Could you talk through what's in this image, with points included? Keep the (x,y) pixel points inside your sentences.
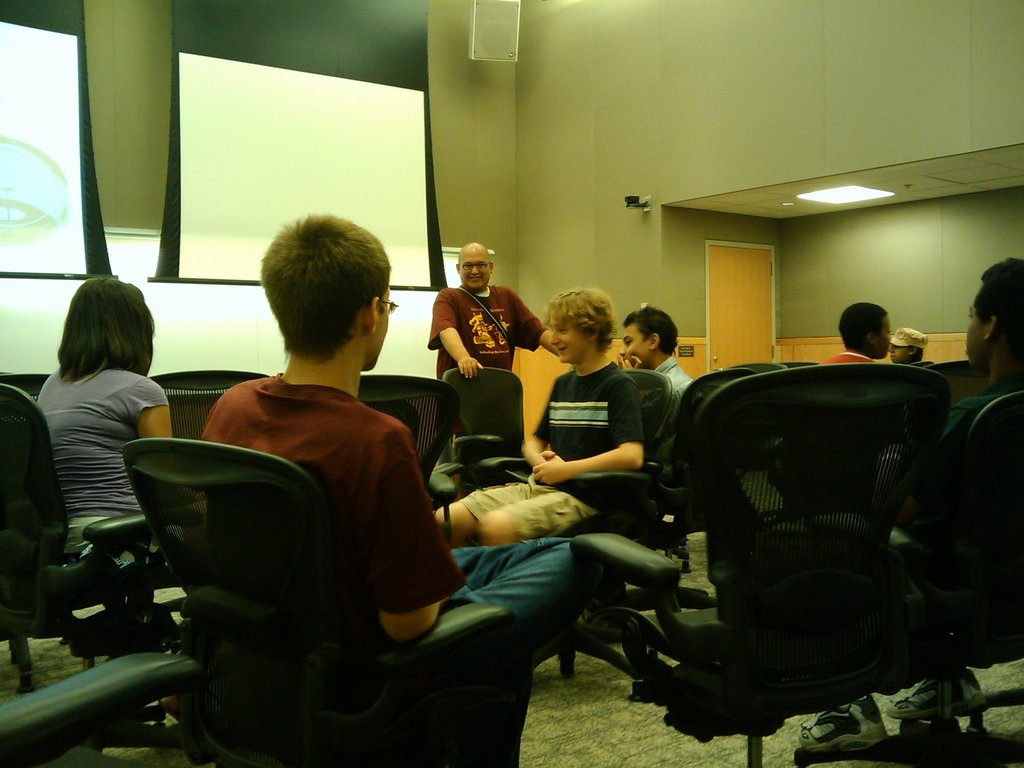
In the left side (329,283) a boy (402,572) is sitting on the chair (327,606), he wore a brown color t-shirt (364,481). Beside him there is a woman (86,519) is sitting on the chair (108,548), in the middle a man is standing. There is a light (820,201) in the right side of an image (845,201).
